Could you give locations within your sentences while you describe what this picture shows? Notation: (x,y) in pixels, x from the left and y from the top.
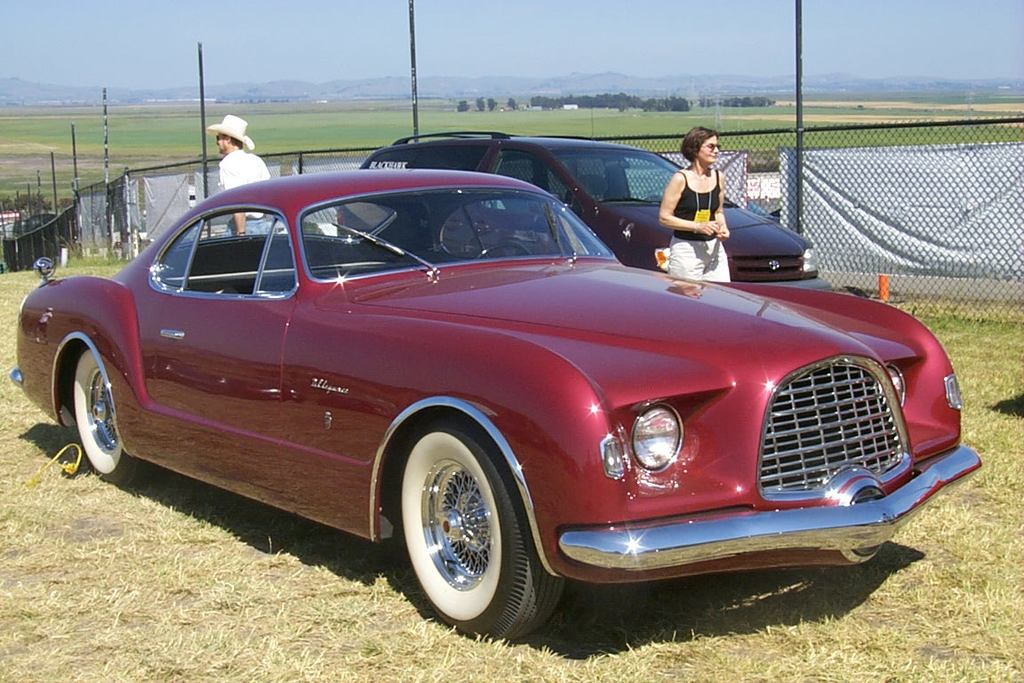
In this image we can see two vehicles (546,287). Behind the vehicles (721,394) we can see two persons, poles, fencing (643,143), grass (640,120), a group of trees (535,103) and mountains (357,87). At the top (533,6) we can see the sky (492,30).
